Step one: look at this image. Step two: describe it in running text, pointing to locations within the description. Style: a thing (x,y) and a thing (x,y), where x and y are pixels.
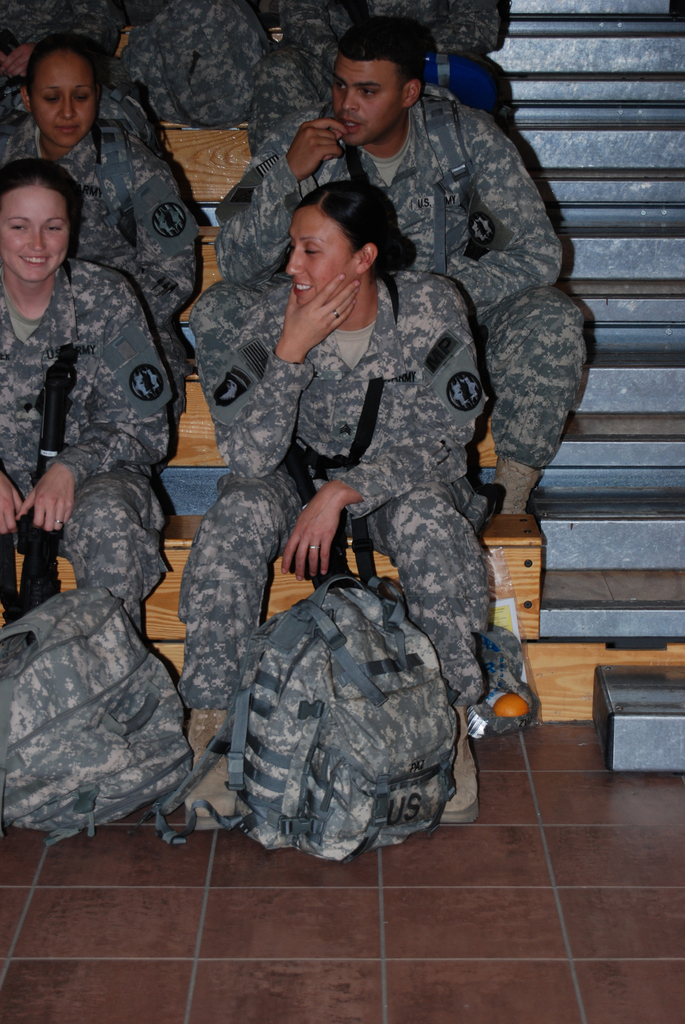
In the image we can see few persons (262,153) were sitting on the steps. And in the front (294,413) two persons (243,413) were smiling. In the bottom (256,818) we can see two backpacks (322,737).
